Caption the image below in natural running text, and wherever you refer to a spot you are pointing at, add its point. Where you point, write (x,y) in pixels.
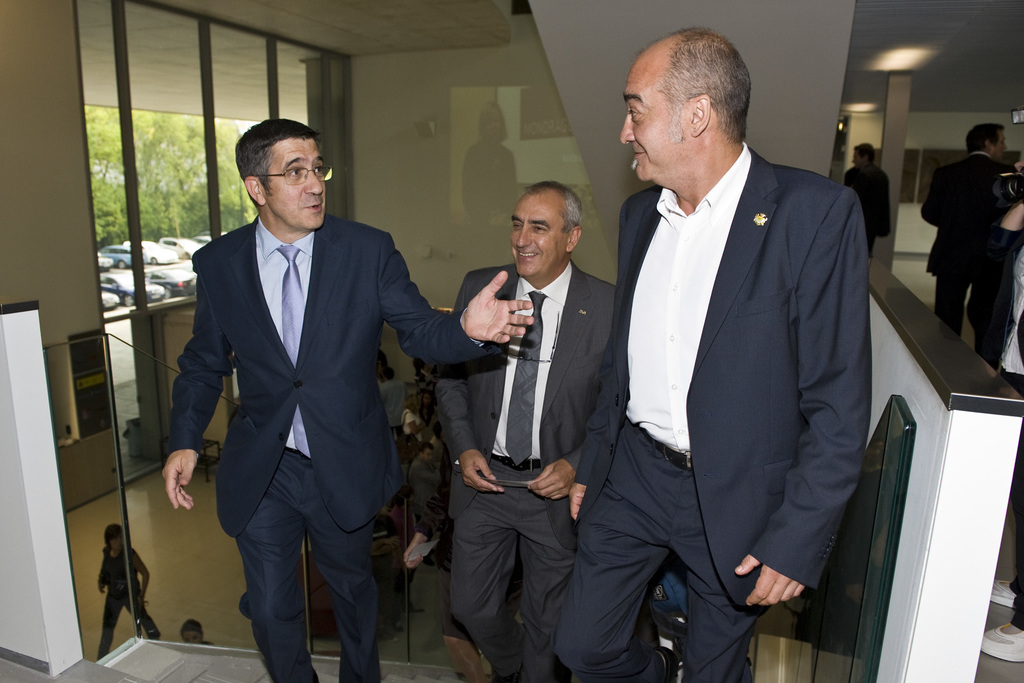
In this image we can see a few persons (330,461) in the foreground (330,461). Behind the persons (330,461) we can see a wall (583,101). On the right side (928,443), we can see a wall (962,427), few persons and a pillar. On the left side (71,374), we can see a wall (92,273), window (134,248) and a glass (159,569). On the glass (155,569) we can see the reflection (123,547) of a few persons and through the window (189,226) we can see a group of vehicles (102,255) and trees (181,199).
